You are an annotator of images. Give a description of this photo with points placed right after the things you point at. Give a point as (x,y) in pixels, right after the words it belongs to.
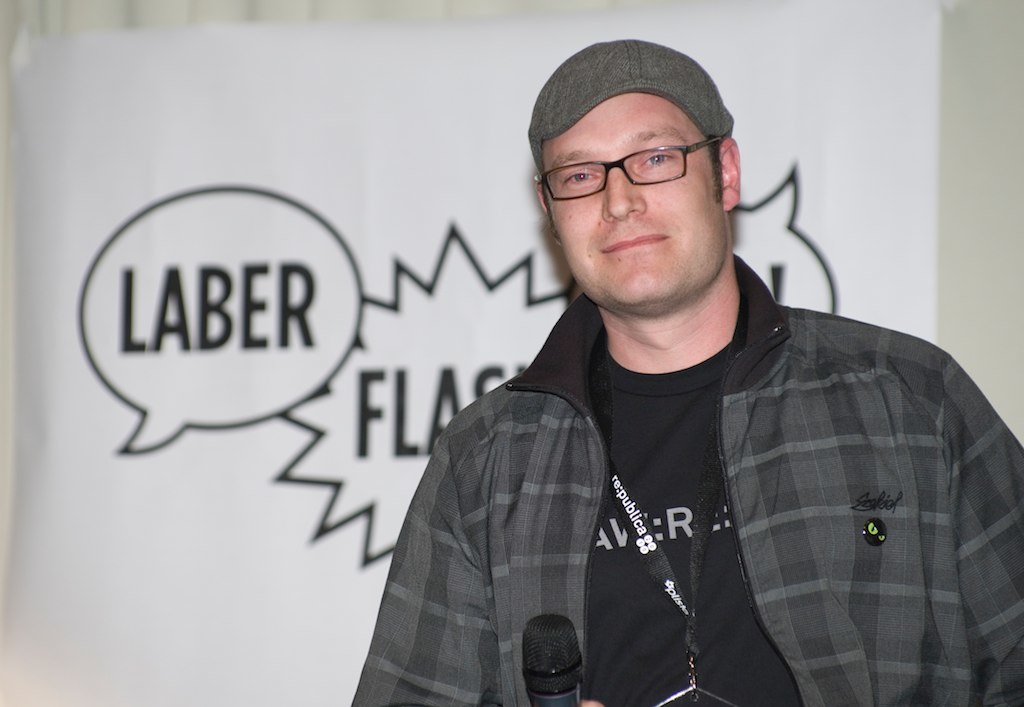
In this image there is a man (670,322) standing and holding a mike (535,660), and in the background (638,17) there is a paper (231,380) with words (129,300) and symbols (247,359) on it.
